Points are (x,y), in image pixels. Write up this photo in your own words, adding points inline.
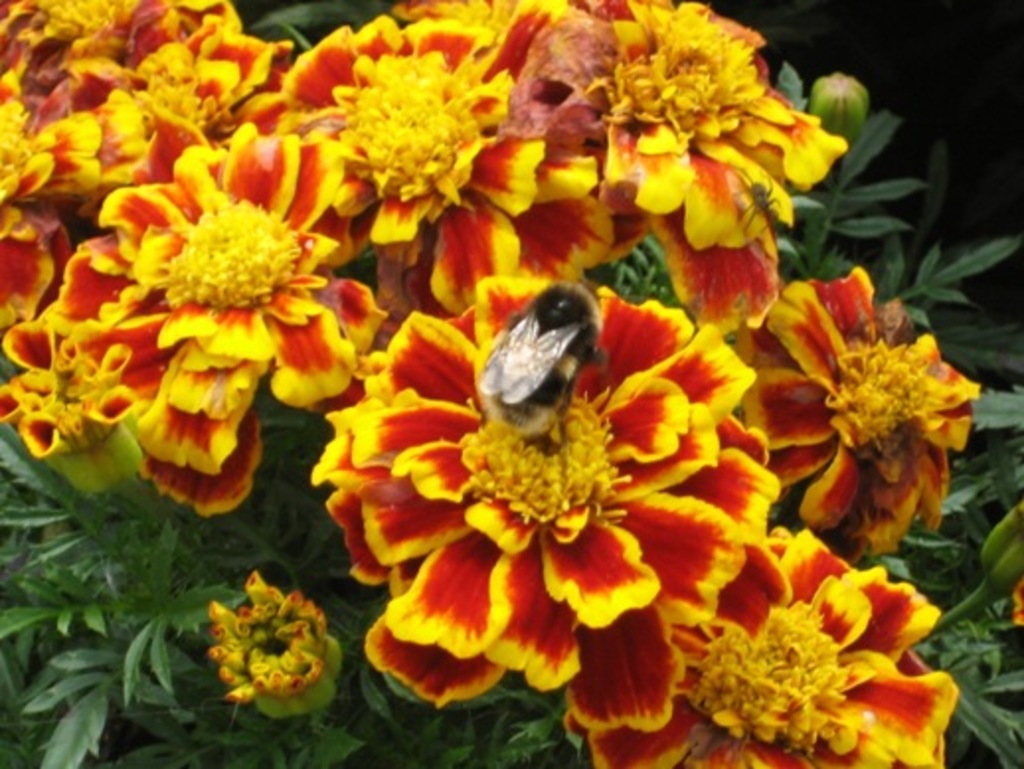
There are yellow and red color flowers (309,317) on a plant (302,582). On a flower (499,471) there is an insect (506,362).
